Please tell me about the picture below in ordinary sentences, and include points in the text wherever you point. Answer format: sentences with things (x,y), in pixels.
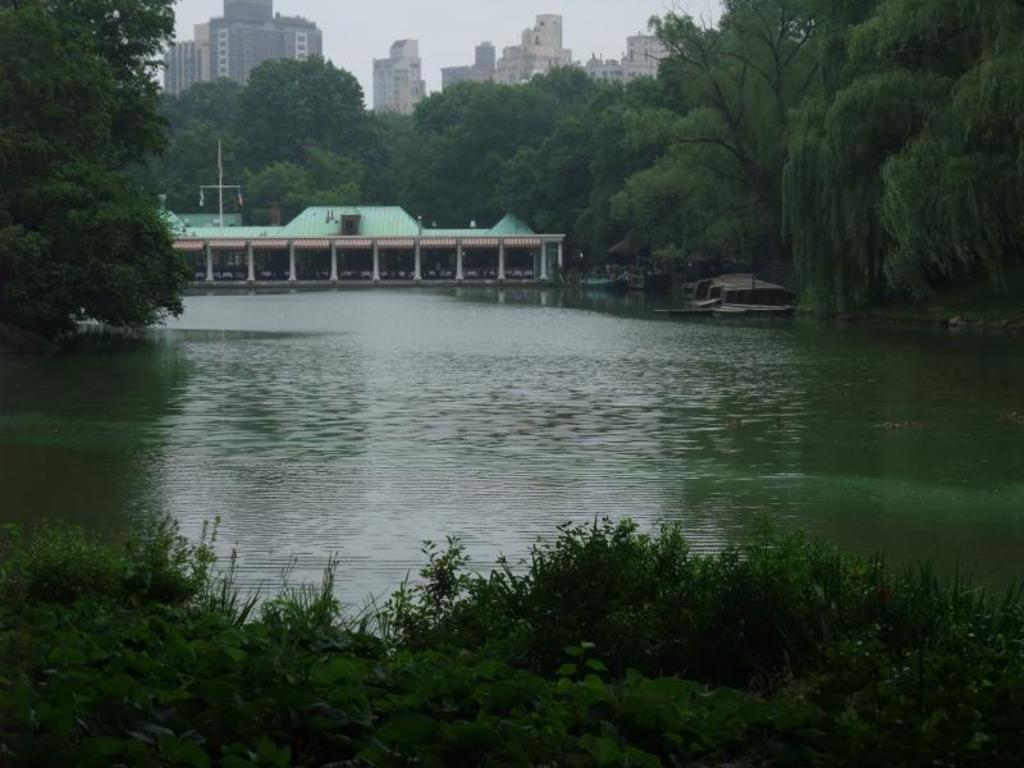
In this image we can see water (464,473). Also there are plants (402,698). In the back (450,198) there are trees (425,199) and buildings (514,48). Also there is sky (476,21).
